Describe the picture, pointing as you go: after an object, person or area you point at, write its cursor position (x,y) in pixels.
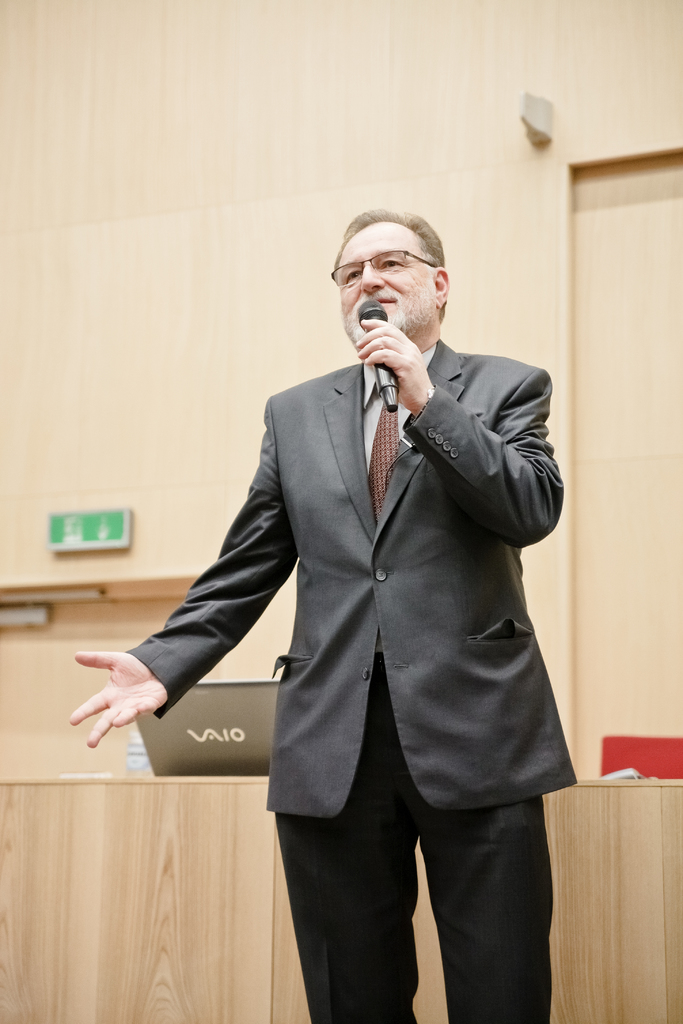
In this image we can see a man (334,882) standing on the floor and holding a mic (382,400) in his hand (403,392). In the background (239,796) we can see a table (178,794) and on the table (178,794) there are laptop (214,747), papers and a disposal bottle (136,752).
